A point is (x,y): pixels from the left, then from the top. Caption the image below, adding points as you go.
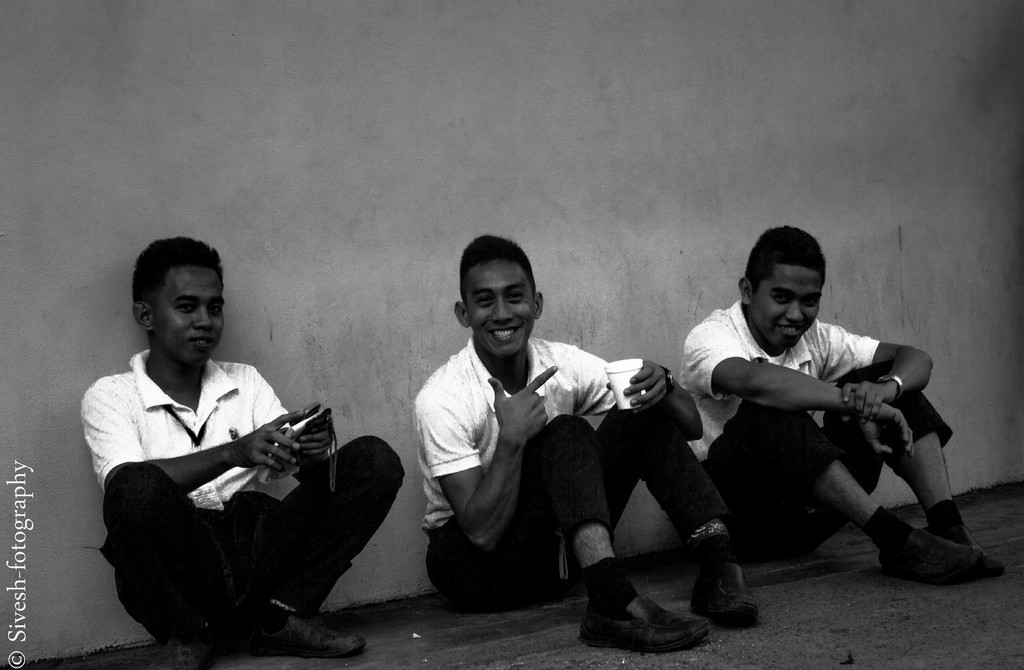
To the left side of the image (169,498) there is a man (157,442) with white t-shirt (155,437) and black pant (153,525) is sitting on the floor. Beside him there is a man (556,405) with white t-shirt (479,423), black pant (541,512) and black shoes (729,586) is sitting on the floor (685,586) and holding the cup (621,388) in his hand (637,400). Beside him to the right side of the image (813,354) there is a man (697,378) with white t-shirt (697,339) and black pant (799,455) is sitting on the floor (853,554). Behind them there is a wall (211,120).
